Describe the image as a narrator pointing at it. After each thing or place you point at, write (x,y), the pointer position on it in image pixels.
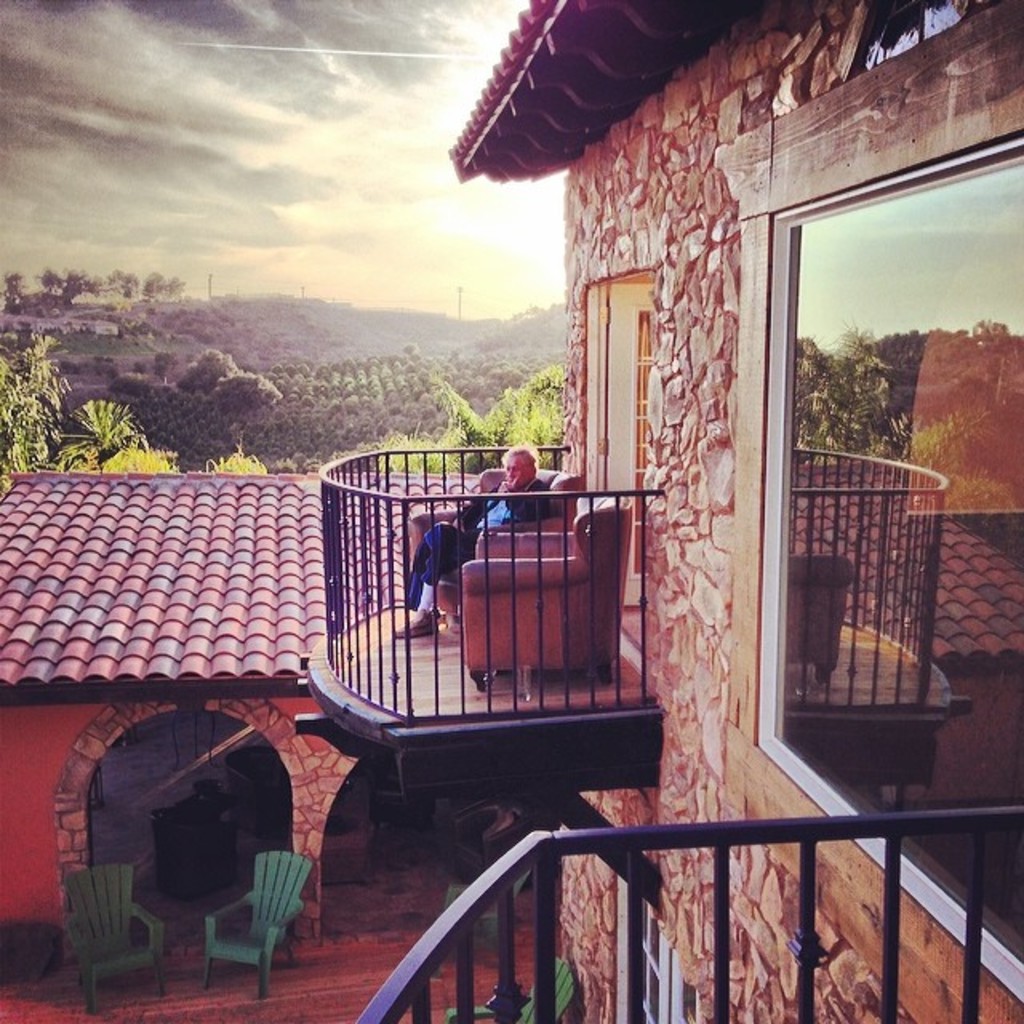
In this image I can see an old man (520,487) is sitting on the sofa (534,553) in a veranda (534,559), at the bottom (106,895) there are chairs (128,866). Background (375,386) there are trees (223,404), at the top (298,119) it is the sky (298,119).
